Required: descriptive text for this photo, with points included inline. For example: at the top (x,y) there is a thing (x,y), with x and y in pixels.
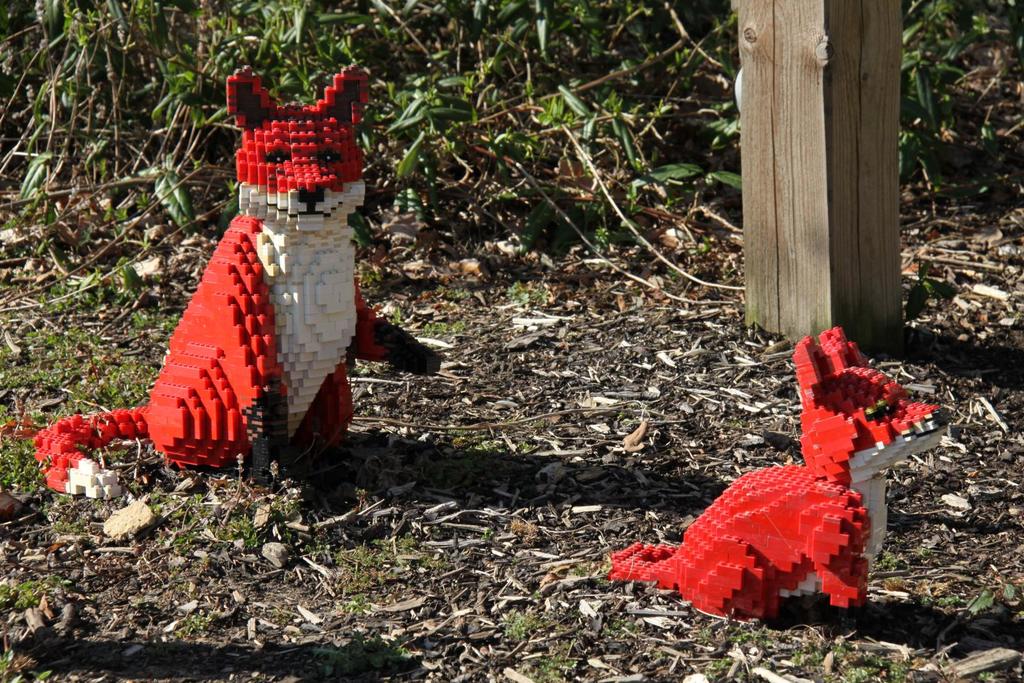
In this image we can see toys (255,370) on the ground (465,342) and there are small wooden pieces (586,277), plants (669,109) and a wooden pole (788,192) on the ground (733,256).
